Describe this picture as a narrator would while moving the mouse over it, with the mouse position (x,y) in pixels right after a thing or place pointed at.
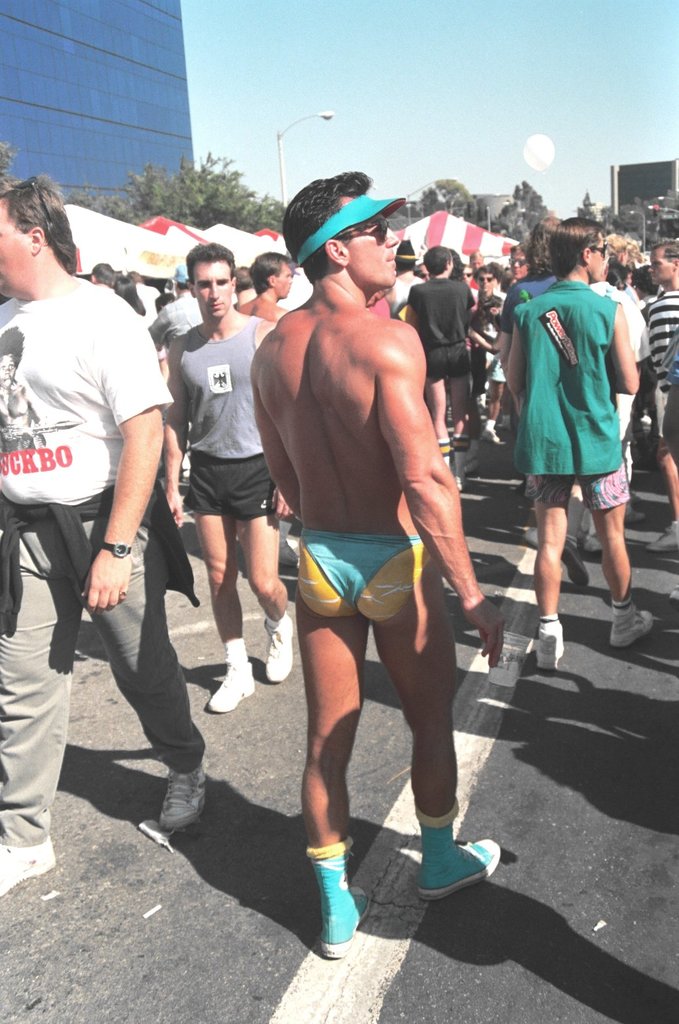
The picture is taken on the streets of a city (388,303). In the foreground of the picture (391,373) there are people (552,459). In the center of the picture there are trees (243,196), tents (133,240) and street light (282,181). In the background (53,59) there are buildings (629,181). Sky (372,129) is sunny.
